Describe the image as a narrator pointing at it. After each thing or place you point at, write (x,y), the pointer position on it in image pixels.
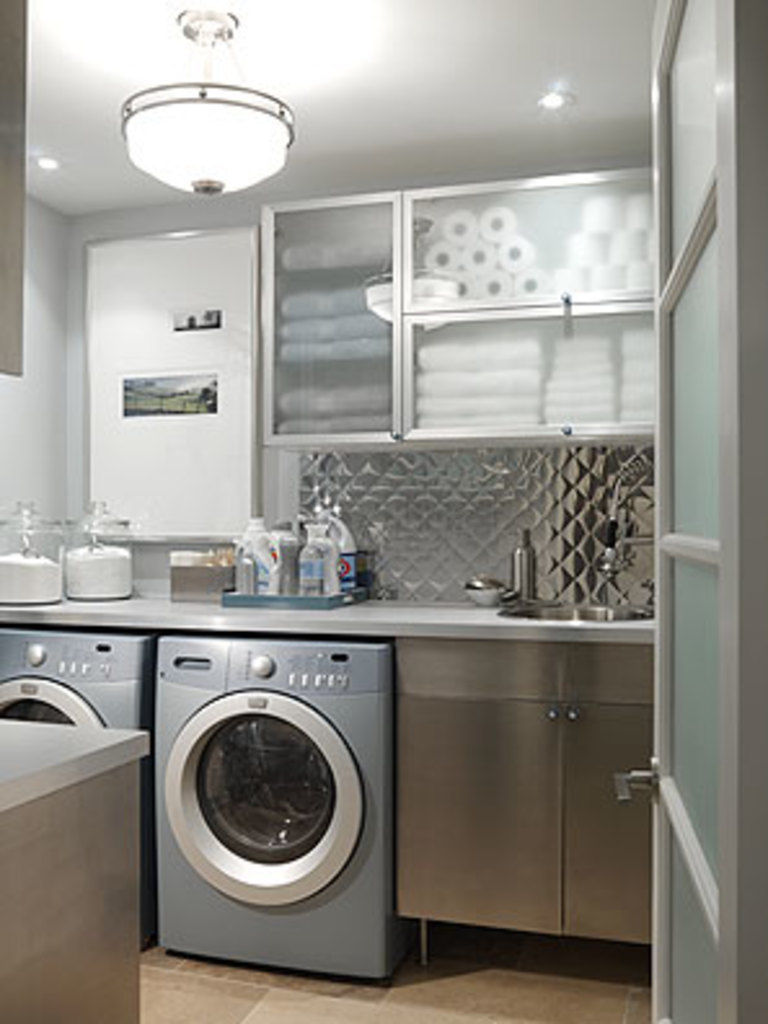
Here in this picture in the front (707,0) we can see a door (697,473) present on the right side (696,7) and inside the room (371,802) we can see a sink (610,611) and a tap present and below that we can see cupboards (544,752) present and beside that we can see washing machines (284,729) present and we can also see some cleaning products (321,577) present in a tray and above that in the racks (401,424) we can see towels (575,381) and tissue rolls (495,236) present and on the roof (161,21) we can see lights (133,98) present.
